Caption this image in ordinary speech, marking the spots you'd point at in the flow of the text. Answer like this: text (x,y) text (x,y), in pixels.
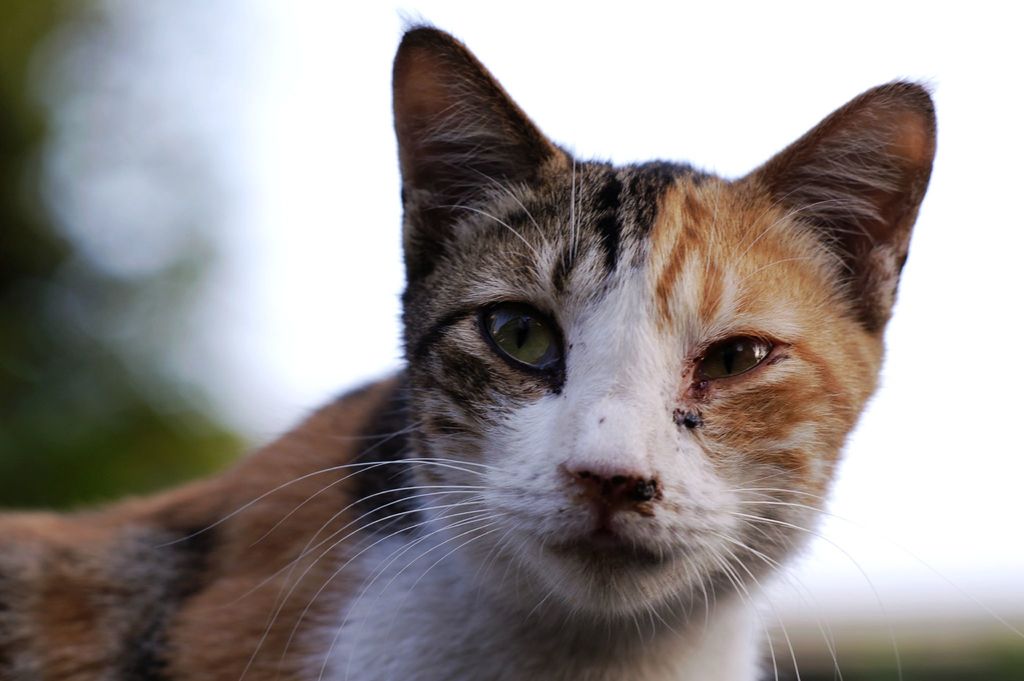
In this image I can see a cat (519,405). The background (228,140) is blurred.
